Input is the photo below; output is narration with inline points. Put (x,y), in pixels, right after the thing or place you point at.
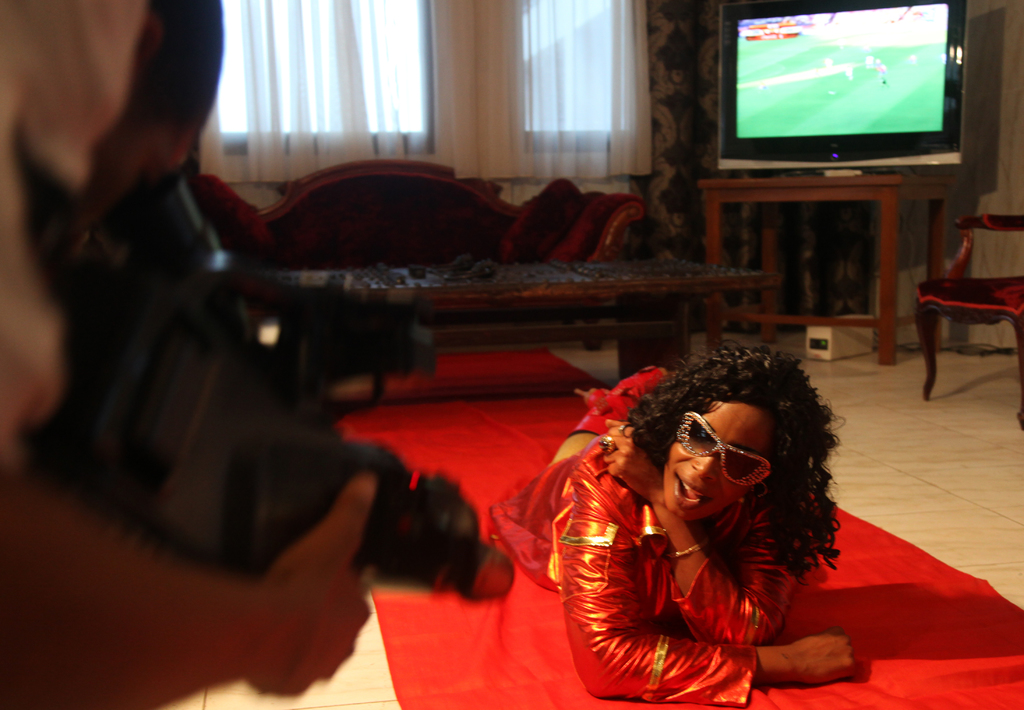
In this image in the center (625,454) there is one person (721,511) who is laying, on the left side (50,415) there is another person (113,559) who is holding a camera (381,517) and in the background (433,278) there is one couch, table (720,188), television (882,107) and one chair (991,309). And on the top of the image (446,132) there is window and some curtains (492,118).
